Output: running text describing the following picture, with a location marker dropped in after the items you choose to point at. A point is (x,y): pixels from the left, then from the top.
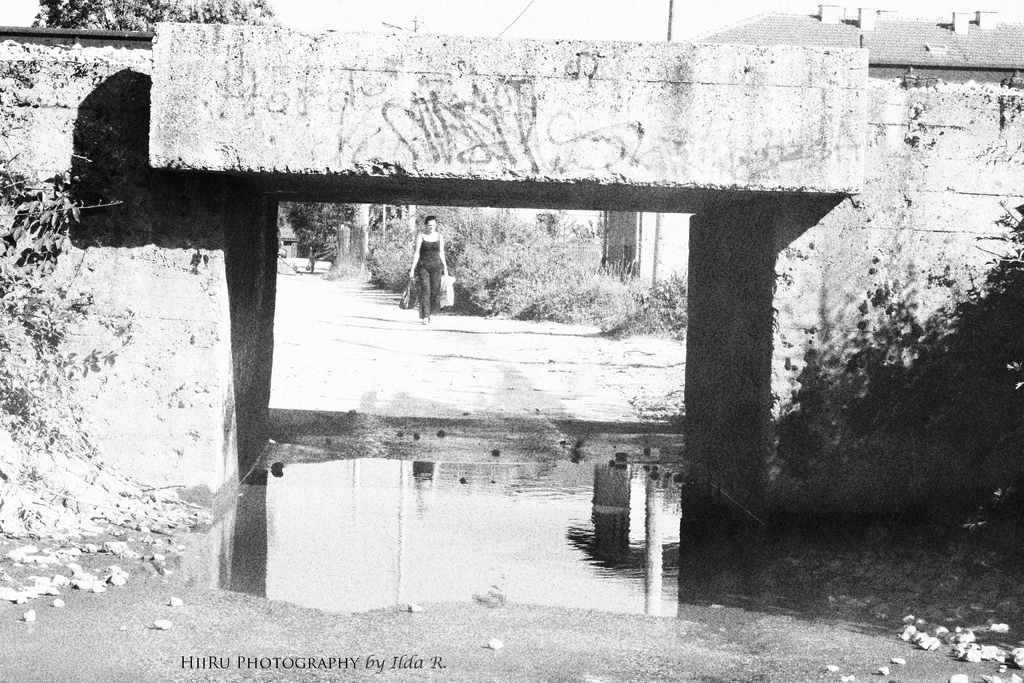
This looks like a black and white image. Here is a woman (420,287) holding bags (408,292) and walking. This is the water (425,591). I think this is the small railway bridge (519,111). These are the trees (473,252) and bushes (663,311). At the bottom of the image (376,658), I can see the watermark (377,665).
